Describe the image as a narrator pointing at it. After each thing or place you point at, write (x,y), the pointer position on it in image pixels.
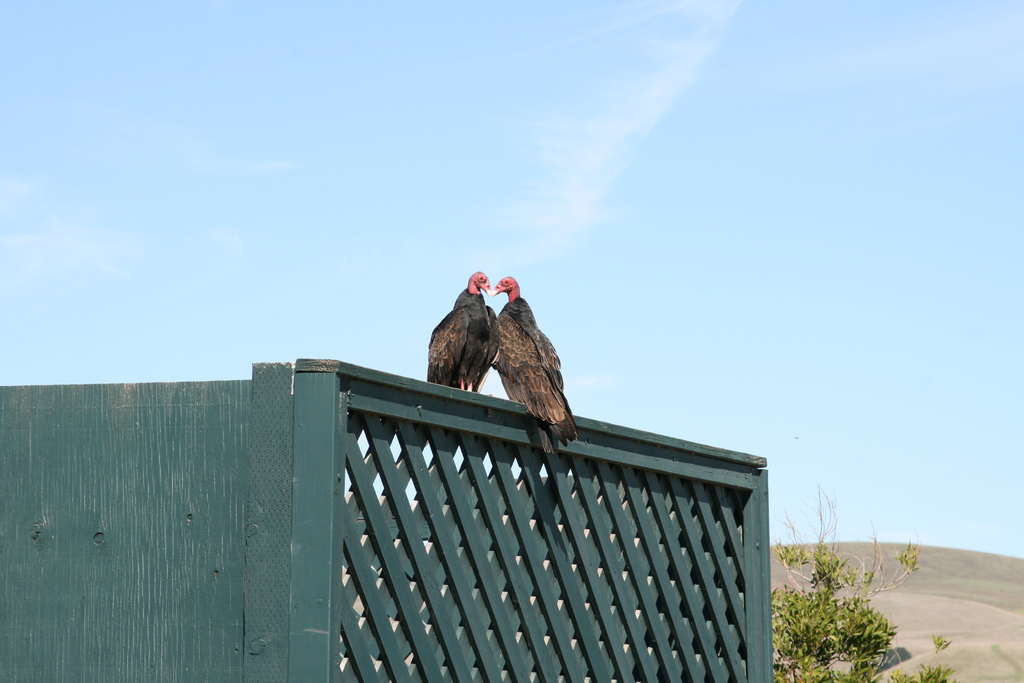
This is a wooden wall (317,473). On that there are two vultures (463,356). Near to that there is a tree (840,619). In the back (545,188) there is sky (267,117).
